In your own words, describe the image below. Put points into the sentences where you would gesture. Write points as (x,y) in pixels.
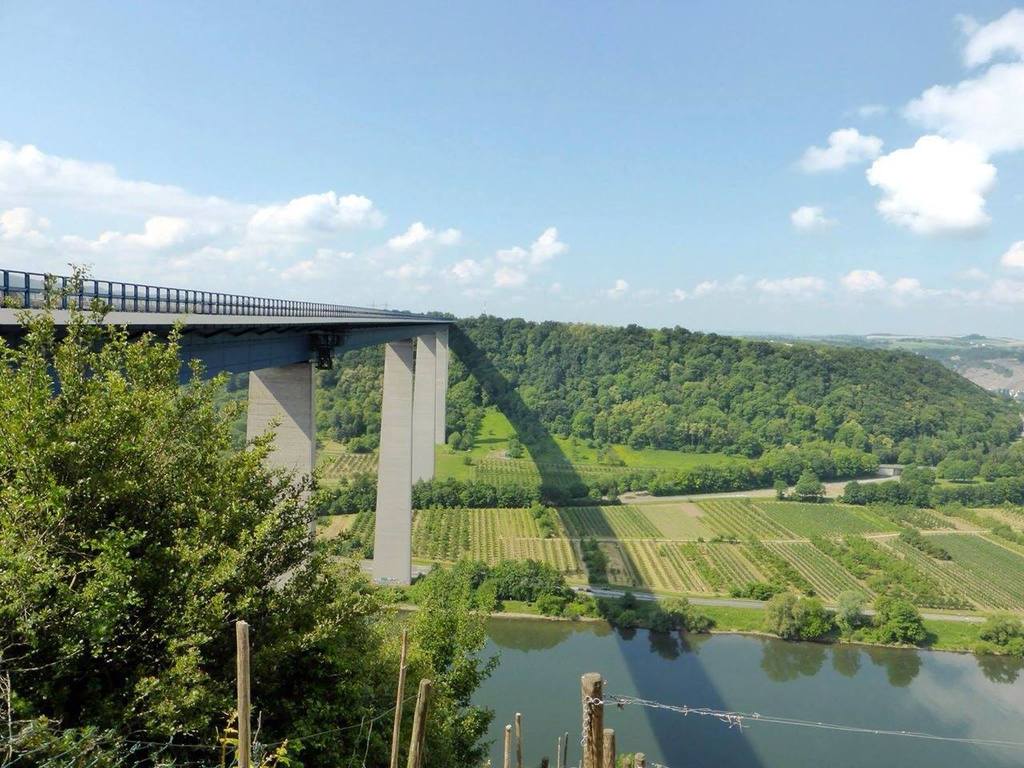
In this picture we can see water (785,753) at the bottom (629,644), on the left side (254,373) there is a bridge (196,338) and a tree (194,546), in the background (727,514) we can see grass (551,450) and trees (741,403), there is the sky (788,132) and clouds (939,98) at the top of the picture (954,101), we can see pillars (421,405) of the bridge (385,426) in the middle (385,430).
